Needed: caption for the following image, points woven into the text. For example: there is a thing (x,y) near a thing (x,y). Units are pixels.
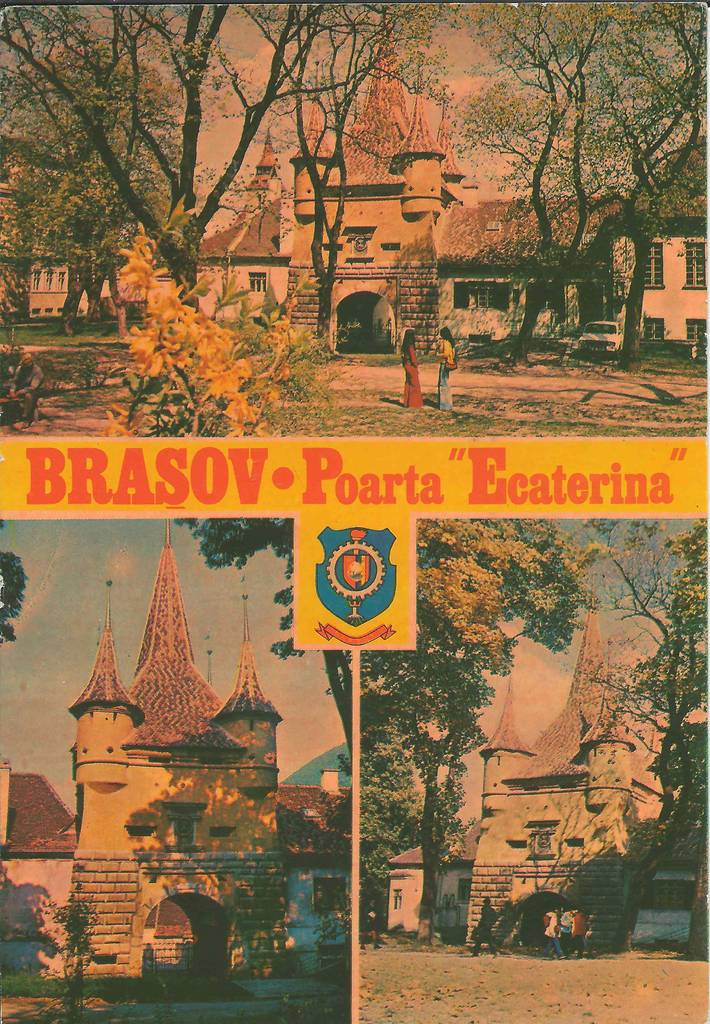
This image looks like an edited photo in which I can see buildings (595,705), trees (411,655), people (418,390) on the road (495,378), plants (219,296), coat of arms (357,571), vehicle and the sky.
